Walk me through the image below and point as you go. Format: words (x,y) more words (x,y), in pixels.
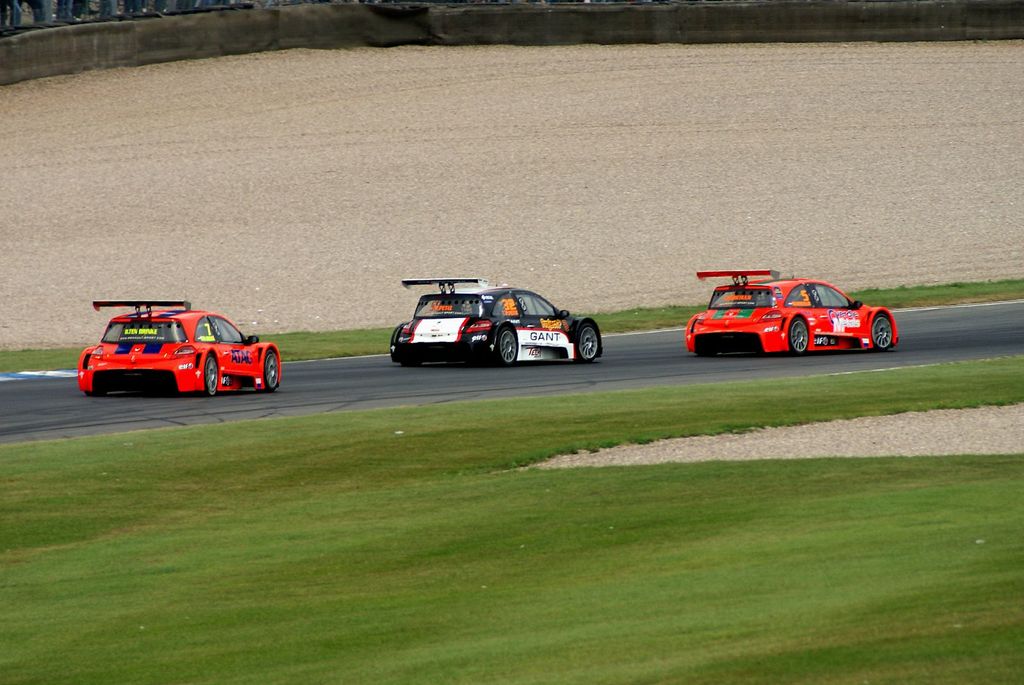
In this image we can see three cars (159,382) racing on track (573,380). In the foreground (588,544) we can see a grassy field (877,593). In the background (898,15), we can see a wall (56,40).
